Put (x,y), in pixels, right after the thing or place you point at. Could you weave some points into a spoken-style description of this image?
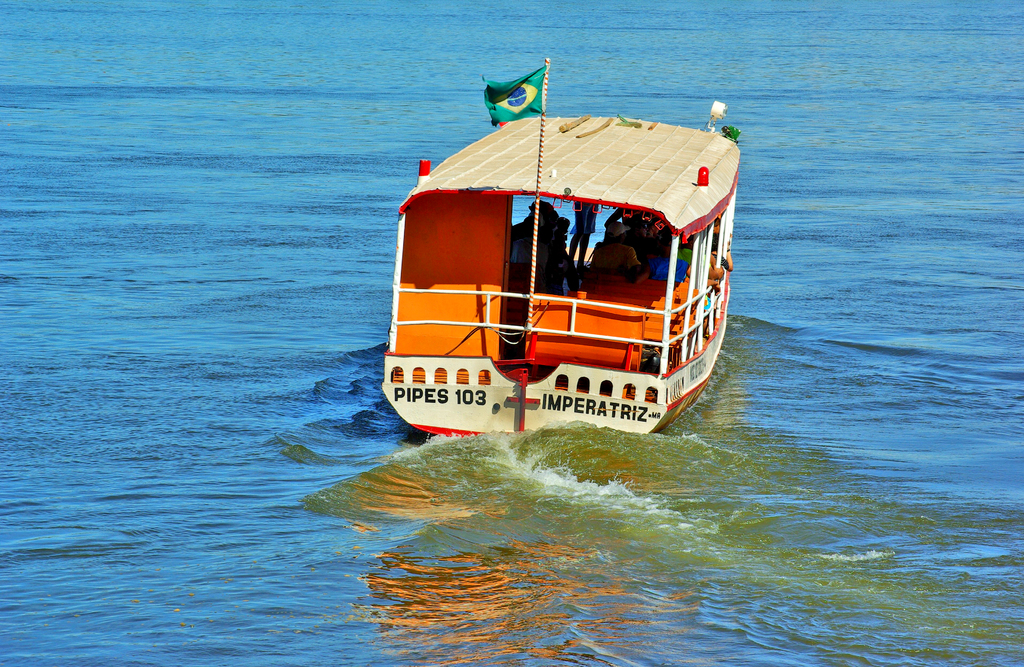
In this image in the center (545,301) there is a boat (581,377) sailing on the water (30,587) with the persons (609,246) inside it and there is a flag (517,109) on the boat (517,377) with some text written on it.
